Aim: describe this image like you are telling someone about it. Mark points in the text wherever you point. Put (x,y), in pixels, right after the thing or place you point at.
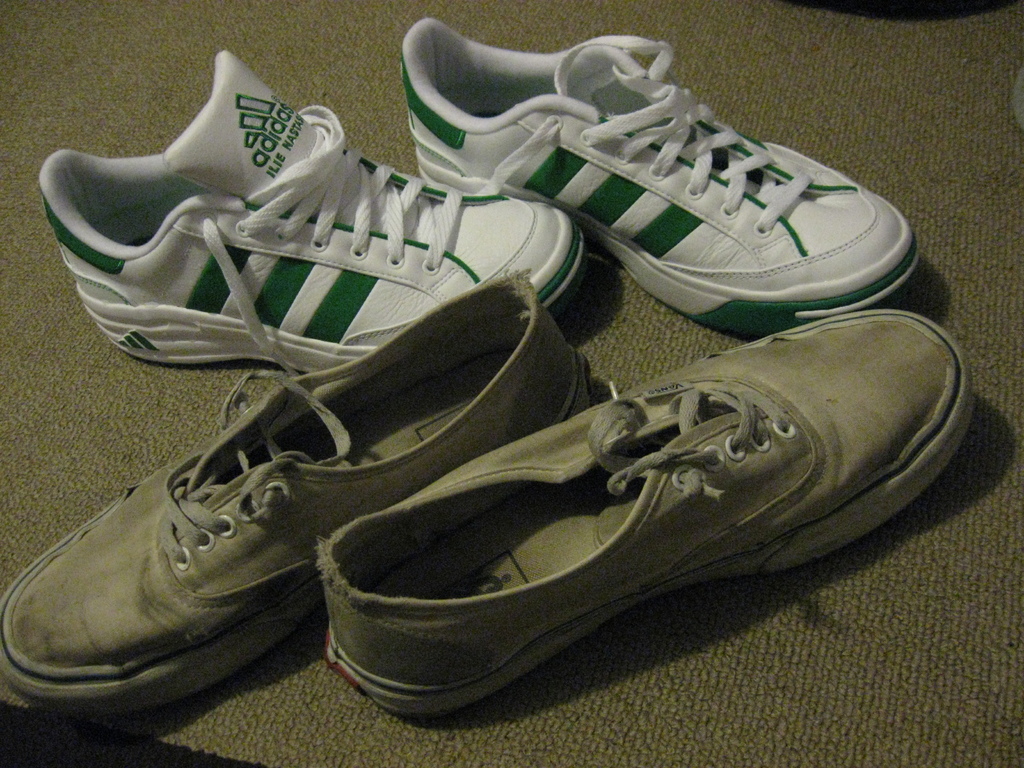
On this surface (926,554) there are two pairs of shoes (651,596).
